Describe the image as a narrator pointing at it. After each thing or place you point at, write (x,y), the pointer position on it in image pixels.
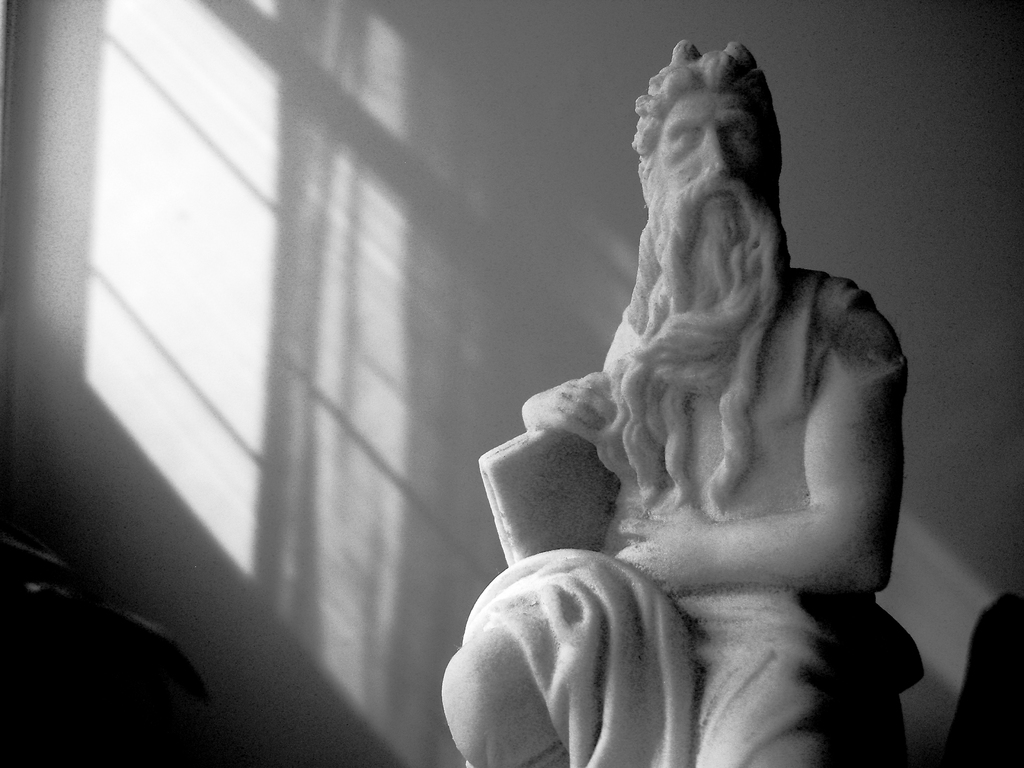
In the picture I can see sculpture (683,405) of a person (608,370) and in the background (176,122) there is a wall (369,154).
